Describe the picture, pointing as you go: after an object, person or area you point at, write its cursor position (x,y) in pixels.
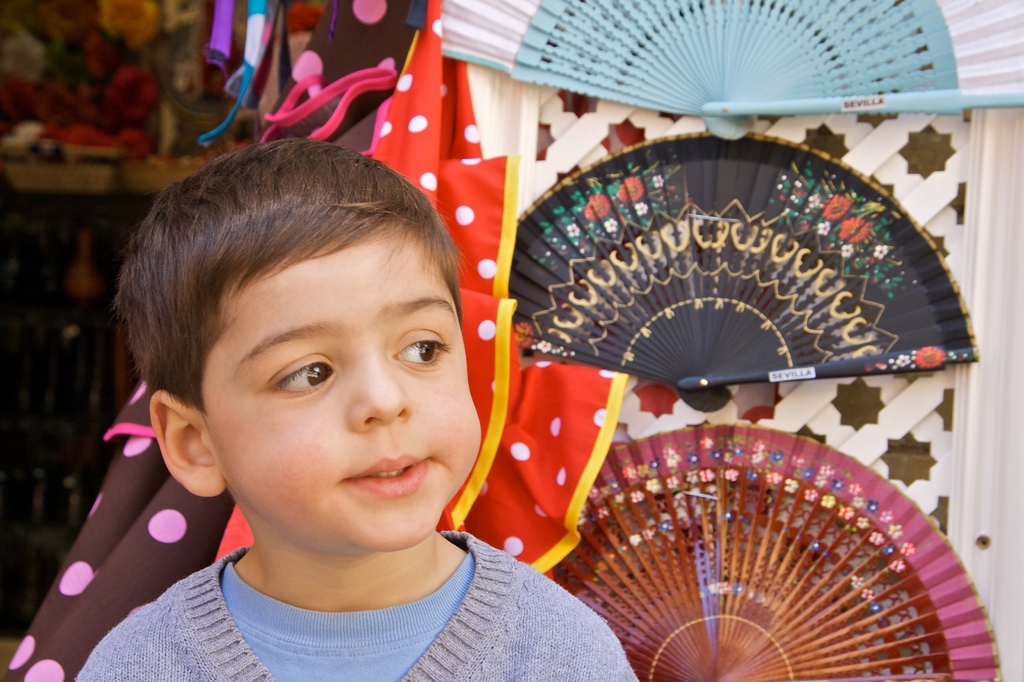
In the image we can see a child (346,462) wearing clothes (364,640). Here we can see the hand fans (740,529), clothes (553,412) and the left side (38,92) background (110,89) is slightly blurred.
